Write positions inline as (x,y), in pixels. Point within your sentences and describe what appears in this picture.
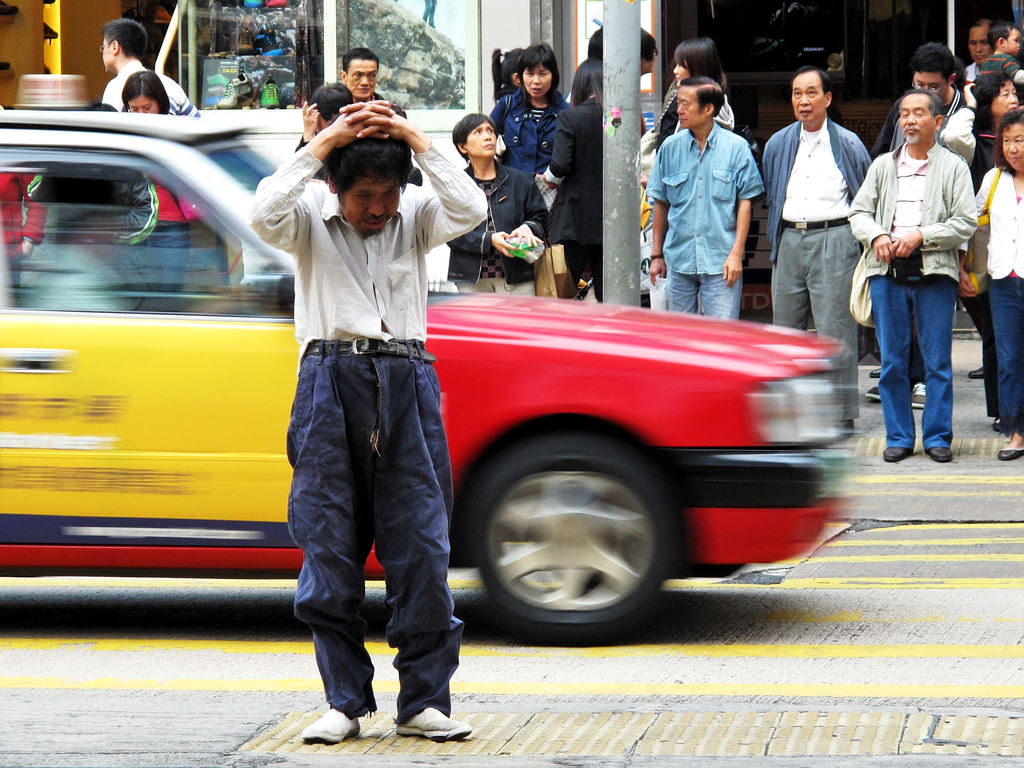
In this image there is a man (365,319) standing, there are group of persons (782,246) standing towards the right of the image (810,194), the persons (813,218) are wearing a bag (969,251), the persons (951,264) are holding an object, there is a wall (89,34) towards the left of the image (71,33), there is a pole (617,145) towards the top of the image (632,197), there is road (877,540) towards the bottom of the image (716,660), there is a car (124,327) towards the left of the image (99,321), there is a person (24,195) driving a car (85,246).
